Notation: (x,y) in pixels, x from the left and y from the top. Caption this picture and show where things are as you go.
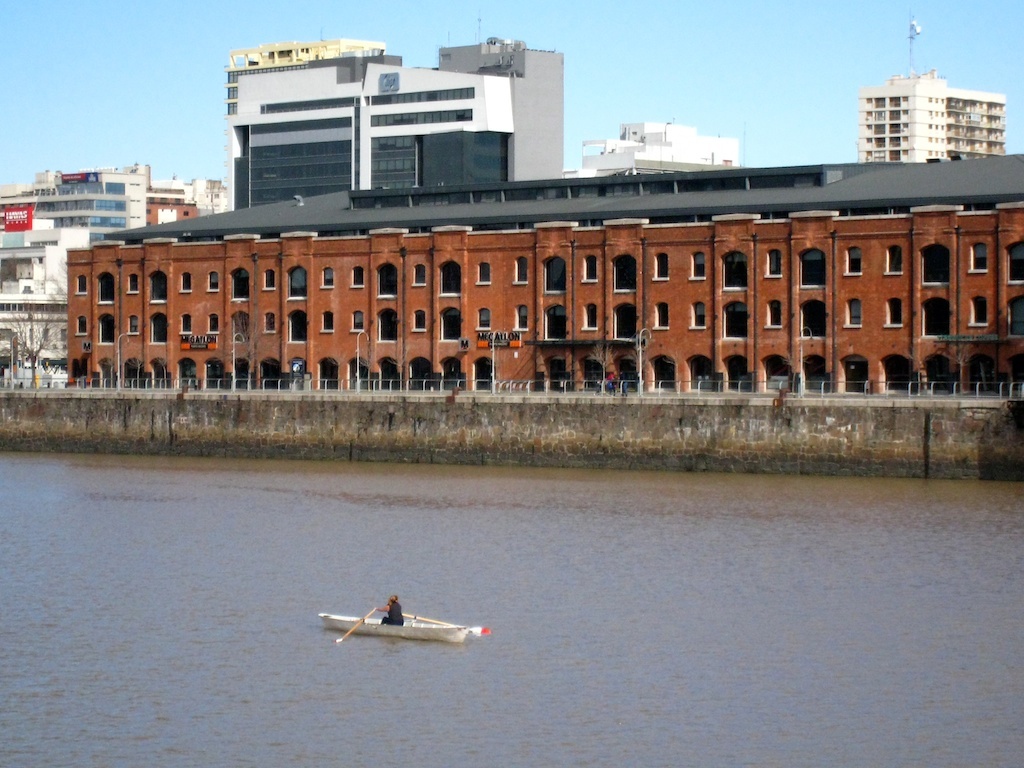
In this image I can see few buildings (315,212), poles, dry tree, sky (1007,37) and one person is holding the paddle (347,636) and the person (391,618) is in the boat (429,629). The boat (440,639) is on the water surface (718,670).
